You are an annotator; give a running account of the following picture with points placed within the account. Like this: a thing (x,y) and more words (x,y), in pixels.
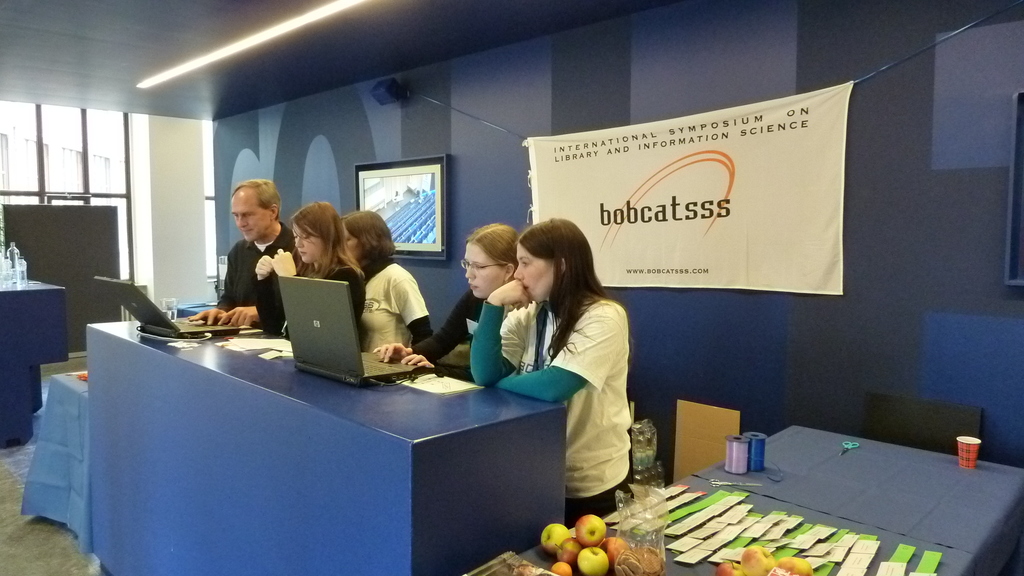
Here we see a group of people (362,340) standing and using laptops (176,332) on the table (514,429) and we see some fruits (589,568) and a banner (654,253) on the back (824,100). and a television (436,176) on the wall (384,149).
